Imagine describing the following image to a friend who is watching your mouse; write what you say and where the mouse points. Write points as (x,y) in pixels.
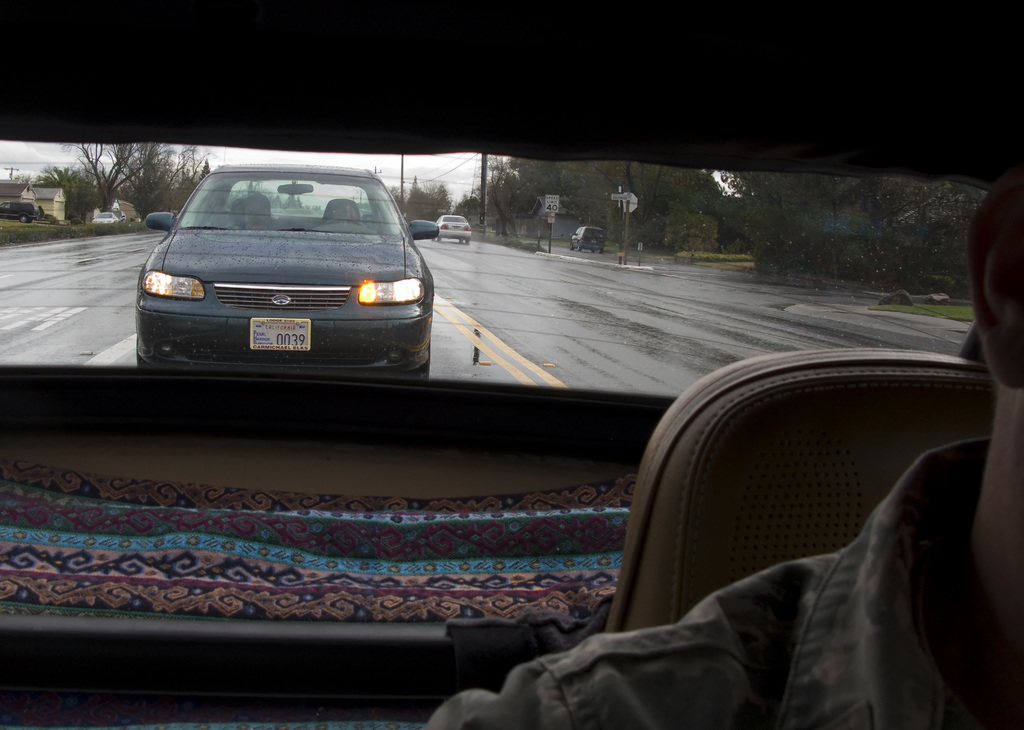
In this image there is a person (738,699) sitting on the seat (702,495) inside a vehicle (16,119), and at the background (396,233) there are vehicles (394,233) on the road (531,303), buildings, grass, boards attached to the poles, trees (130,171), sky (421,174).
